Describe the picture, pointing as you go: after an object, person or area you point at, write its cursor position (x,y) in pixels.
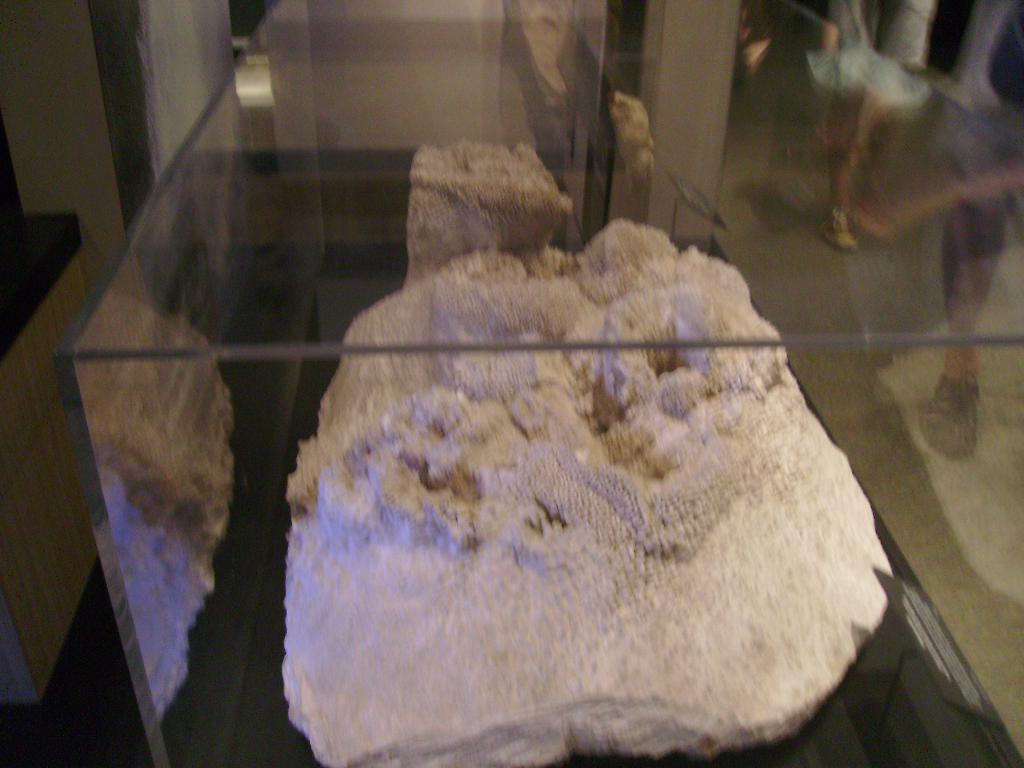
In this picture I can see a rock (455,192) in a glass box (702,219), there is a reflection (968,323) of legs (947,385) of the people (969,406) on the transparent glass (728,219).
